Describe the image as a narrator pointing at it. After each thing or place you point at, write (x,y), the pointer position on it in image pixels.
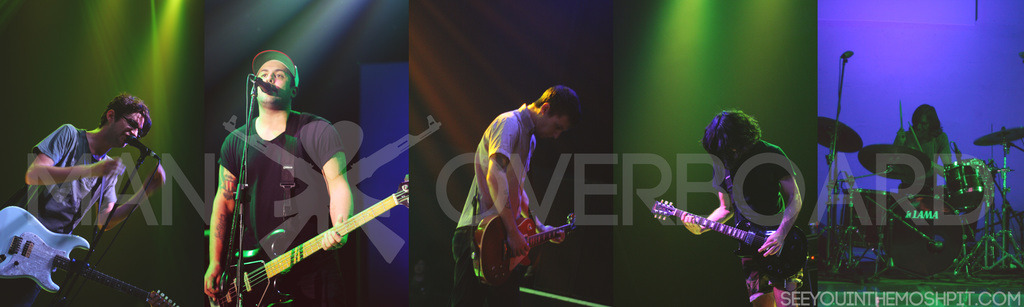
In this picture there are five frames (826,262). On the right (942,160) there is a man (943,173) who is playing the drum (962,178). In the middle (500,158) there are two persons (774,184) were playing the guitar (687,215). On the left (265,113) there are two persons (89,161) who are singing on the mic (252,81) and both of them are holding a guitar (232,287). At bottom right corner (838,294) there is a watermark (826,297).
